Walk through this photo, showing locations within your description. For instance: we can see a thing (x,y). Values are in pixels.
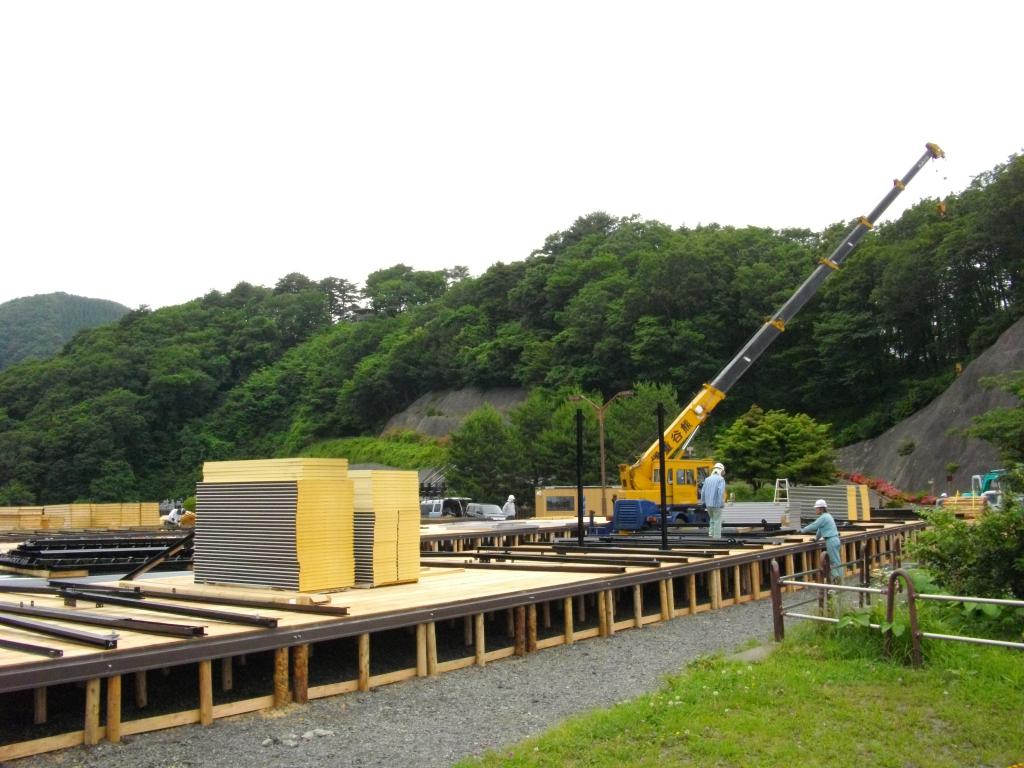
In this image I can see a mobile crane (670,489). In the background (499,361) there are trees (492,374). At the top (327,130) there is sky (415,81).
